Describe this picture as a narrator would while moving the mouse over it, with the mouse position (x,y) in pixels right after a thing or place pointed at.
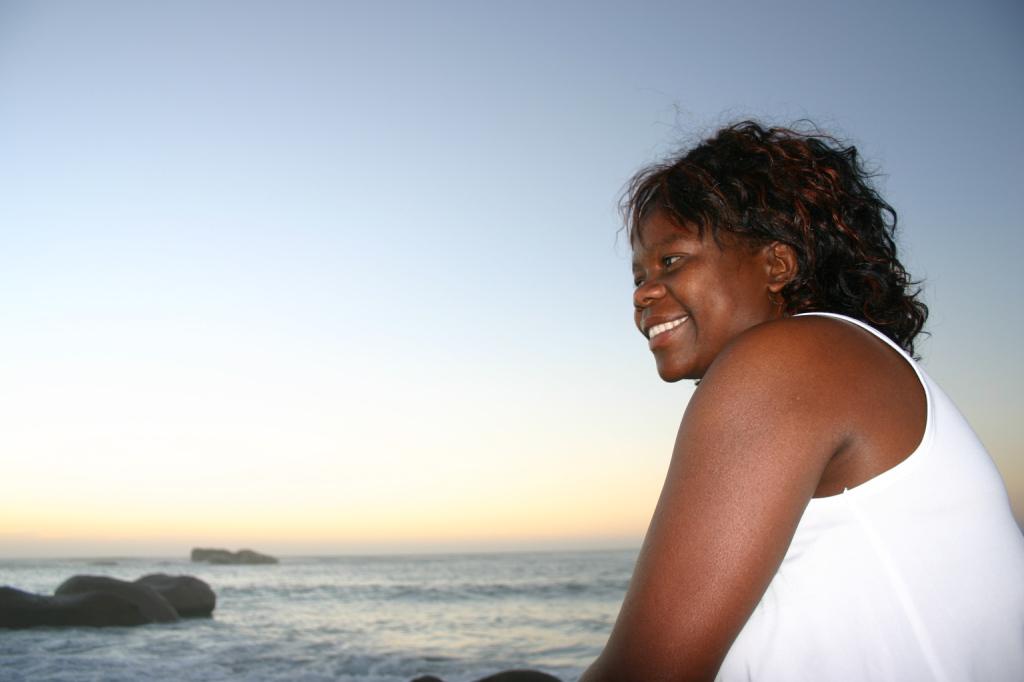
As we can see in the image there is a woman (809,450) standing on the right side (860,477) and there is water (366,604). On the top (465,152) there is sky (324,195).
